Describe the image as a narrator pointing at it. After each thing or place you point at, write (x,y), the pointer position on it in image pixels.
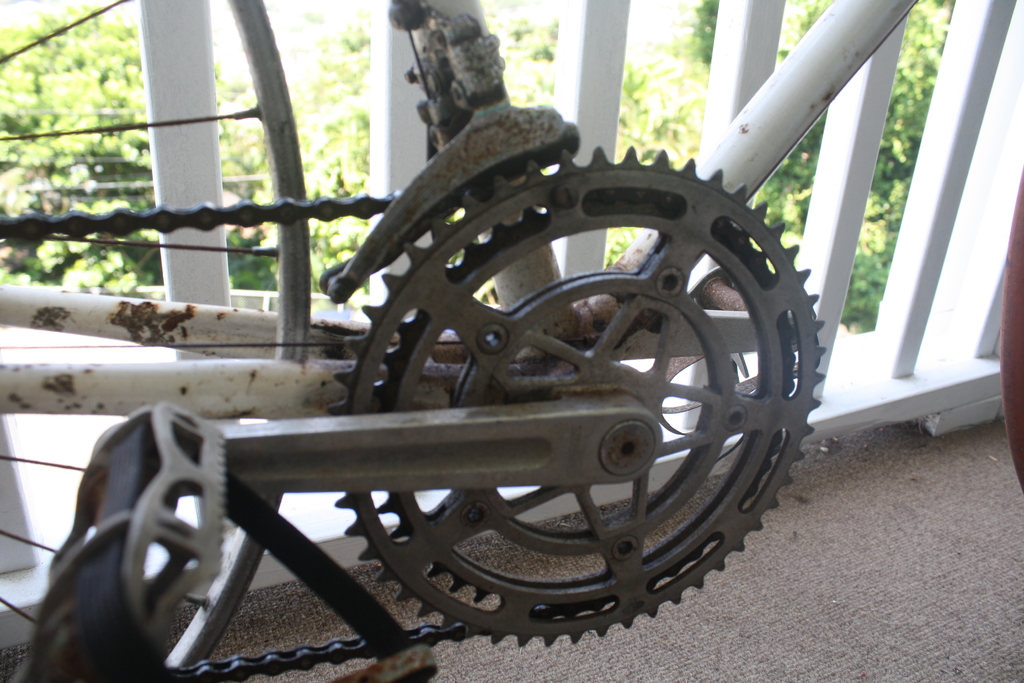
In this image I can see cycle chain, background (312,110) I can see railing (147,83) and trees (536,76) in green color.
